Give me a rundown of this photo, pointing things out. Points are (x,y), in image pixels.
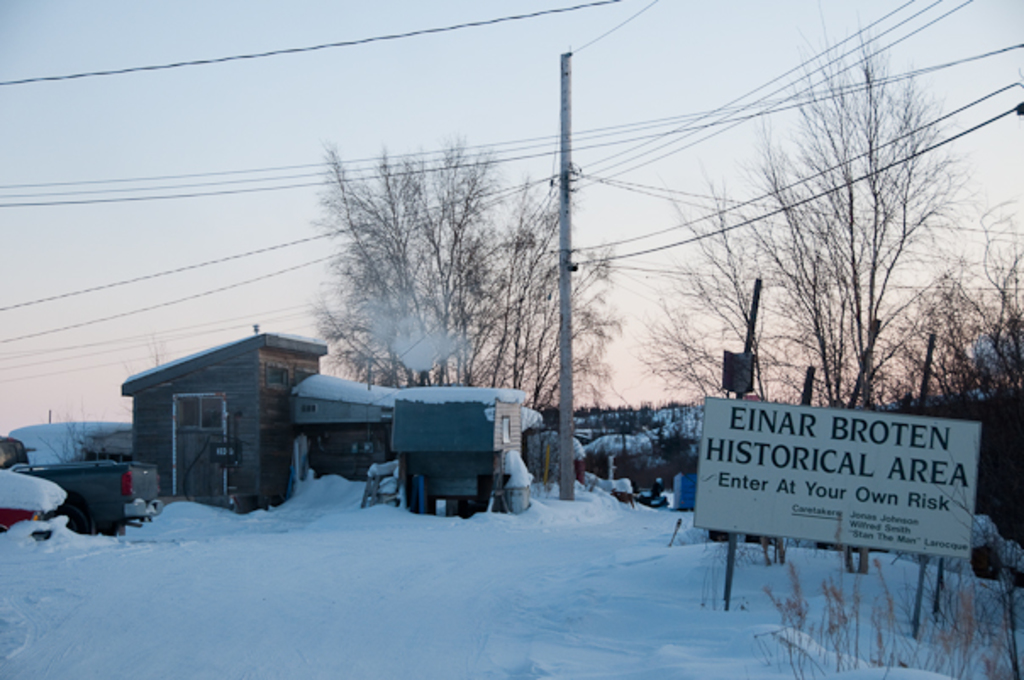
In this picture there are houses (472,460) in the center of the image (368,444) and there are trees (734,332) on the right side of the image (1005,291), there is a pole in the center of the image (565,448), there is a sign board (774,504) on the right side of the image (926,478).
